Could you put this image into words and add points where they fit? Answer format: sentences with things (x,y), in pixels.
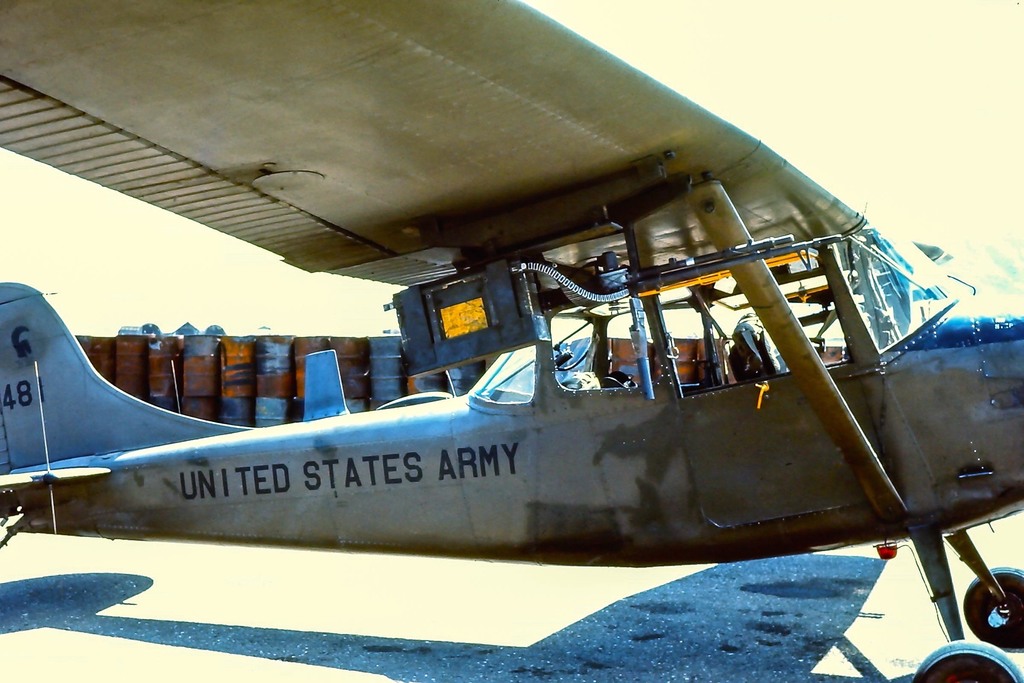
In this image I can see an airplane (492,470) on the ground (467,631). In the background (256,383) there are few drums (213,372).
